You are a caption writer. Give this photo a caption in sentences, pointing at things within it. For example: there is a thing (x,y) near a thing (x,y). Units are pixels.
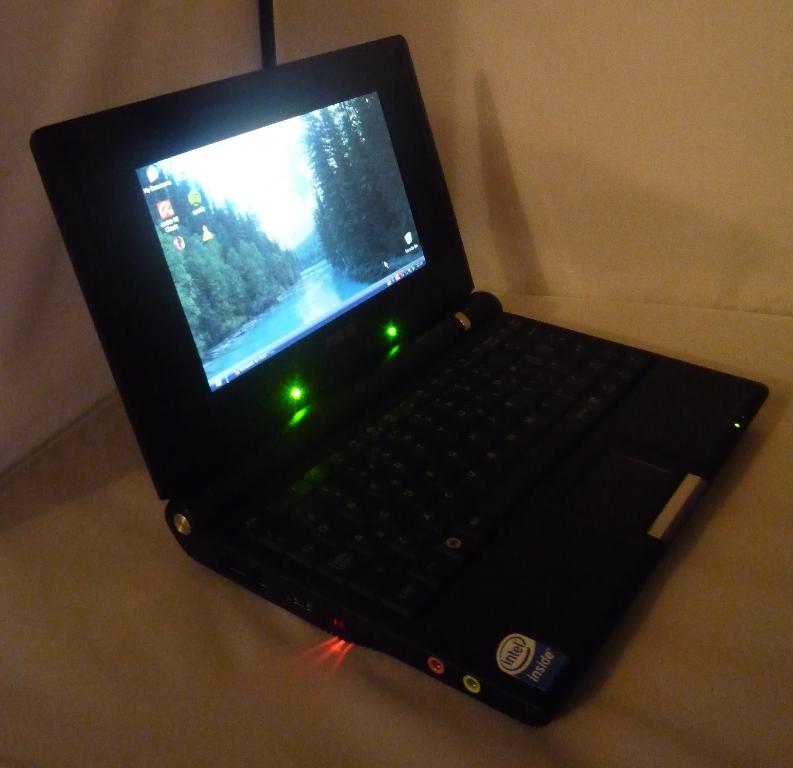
In this picture I can see a black color laptop (362,458) and a white color background (749,446).
